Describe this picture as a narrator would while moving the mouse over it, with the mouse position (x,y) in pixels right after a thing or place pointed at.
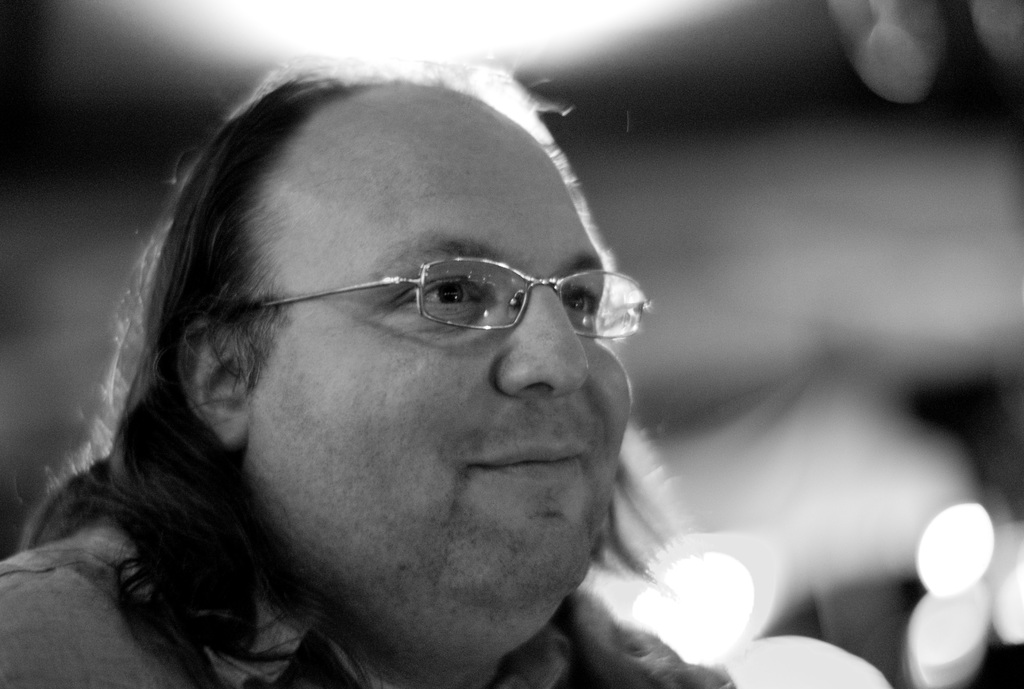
This is a black and white image. There is a person (441,356) in this image. He is man (421,402). Only face (315,219) is visible. He is the wearing specs (608,326).
